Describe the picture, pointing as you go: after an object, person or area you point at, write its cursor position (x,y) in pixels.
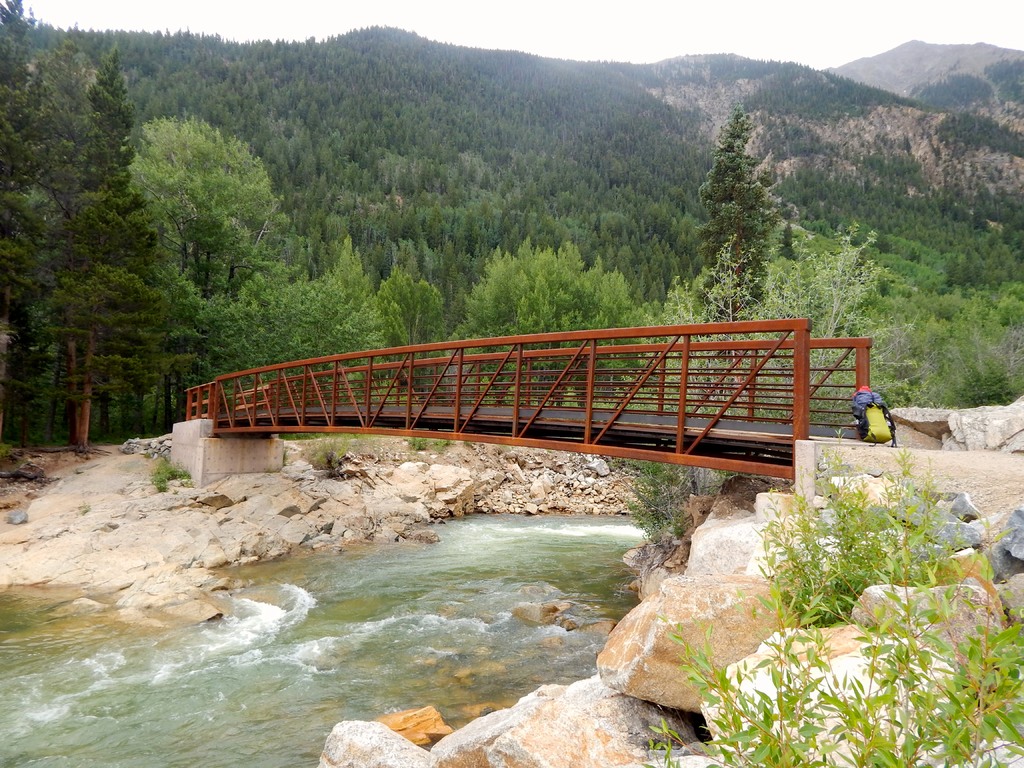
At the bottom of the picture (492,653), we see the rocks (668,605) and water (256,678) is flowing. This water (331,668) might be in the river (494,697). In the right bottom of the picture (860,627), we see a tree (927,640). In the middle of the picture (495,414), we see an iron bridge (619,412). Beside that, we see a green color bag (877,423). There are trees (512,300) and hills (442,239) in the background (634,87). At the top of the picture (476,41), we see the sky (730,16).
